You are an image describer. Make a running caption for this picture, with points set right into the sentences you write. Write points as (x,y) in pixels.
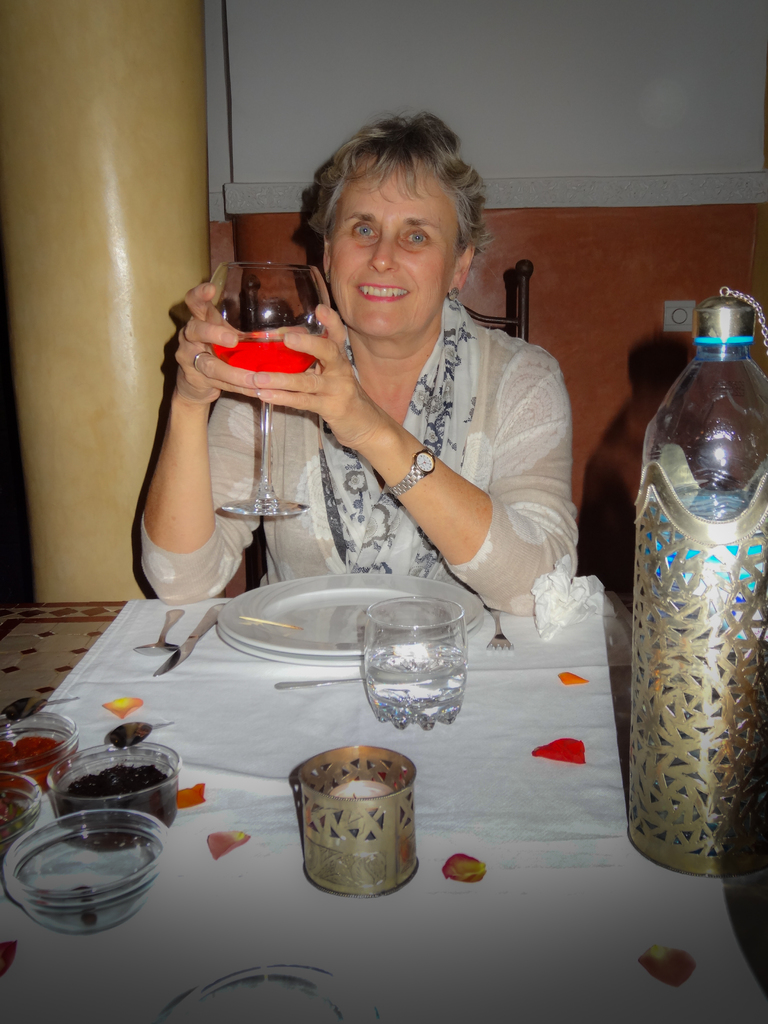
In this picture woman (340,492) is sitting on the chair (512,317) in the center (469,381) and is holding a glass (264,354) with a drink (261,340) having a smile (371,291) on her face (381,308). In front of the woman (407,300) there is a plate (323,631), glass (403,670), bowls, white colour cloth (485,836) on the table (52,692), spoon (159,646), and a knife (184,655) on the left side (189,643). At the right side (514,648) there is a fork (503,639), and a tissue paper (563,599). In the background (561,99) there is a wall (444,60) and, in the left (120,150) there is a pillar (131,159).
